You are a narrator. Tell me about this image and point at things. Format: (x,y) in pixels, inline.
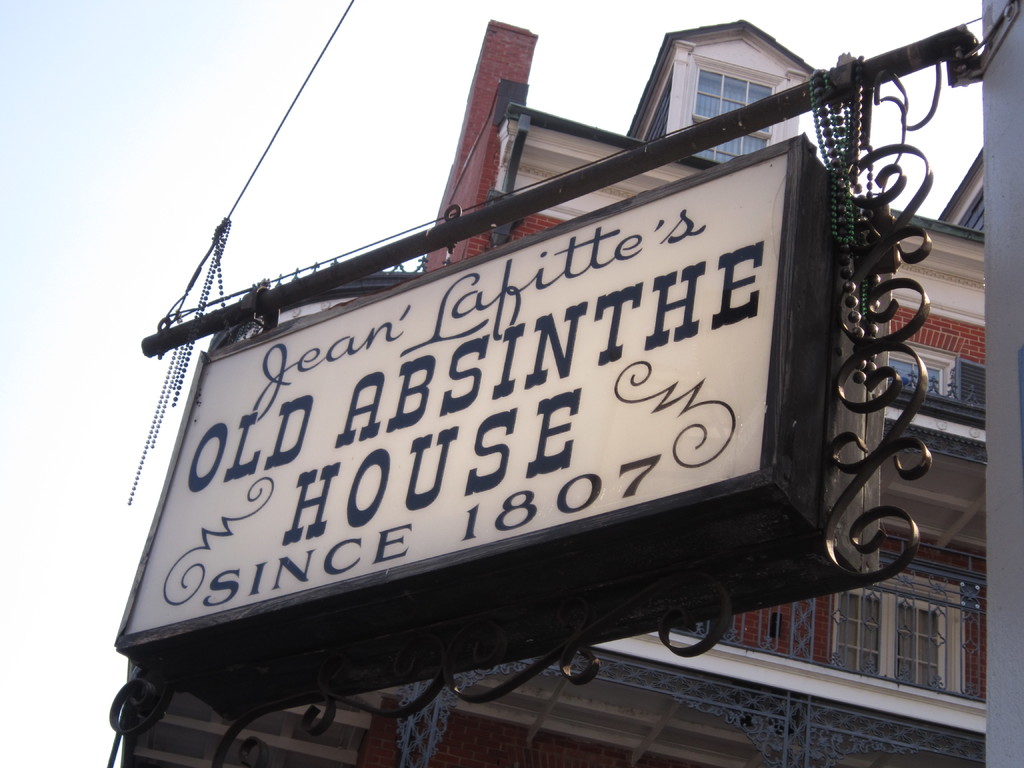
In this image I can see a board (604,441) with some text (701,314) is fixed to the poles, behind I can see some buildings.
